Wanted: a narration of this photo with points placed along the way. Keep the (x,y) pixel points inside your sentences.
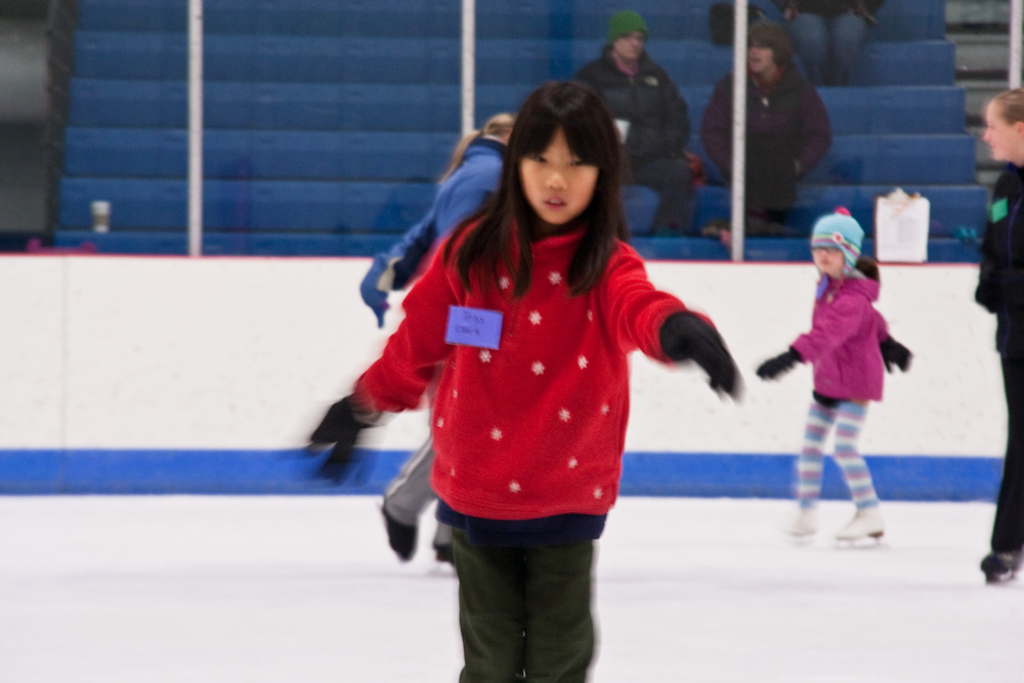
In this image I can see there are few person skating on the floor (820,587), at the top (813,116) I can see few persons (791,112) sitting on the staircase (838,153).
